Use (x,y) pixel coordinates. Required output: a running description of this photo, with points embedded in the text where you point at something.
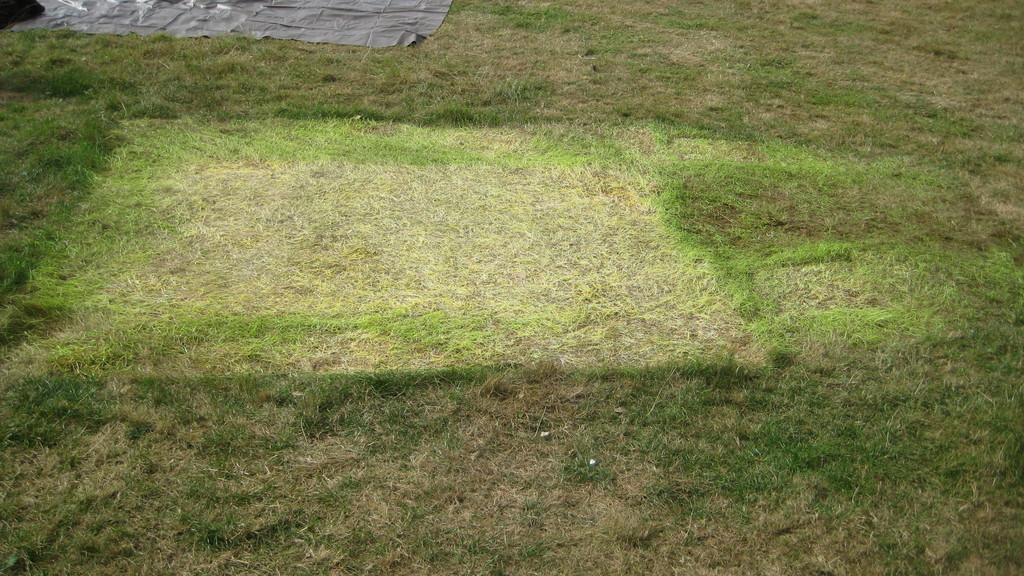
In this image we can see the grassy land (411,302). At the top (342,16) we can see a cover (294,19).
